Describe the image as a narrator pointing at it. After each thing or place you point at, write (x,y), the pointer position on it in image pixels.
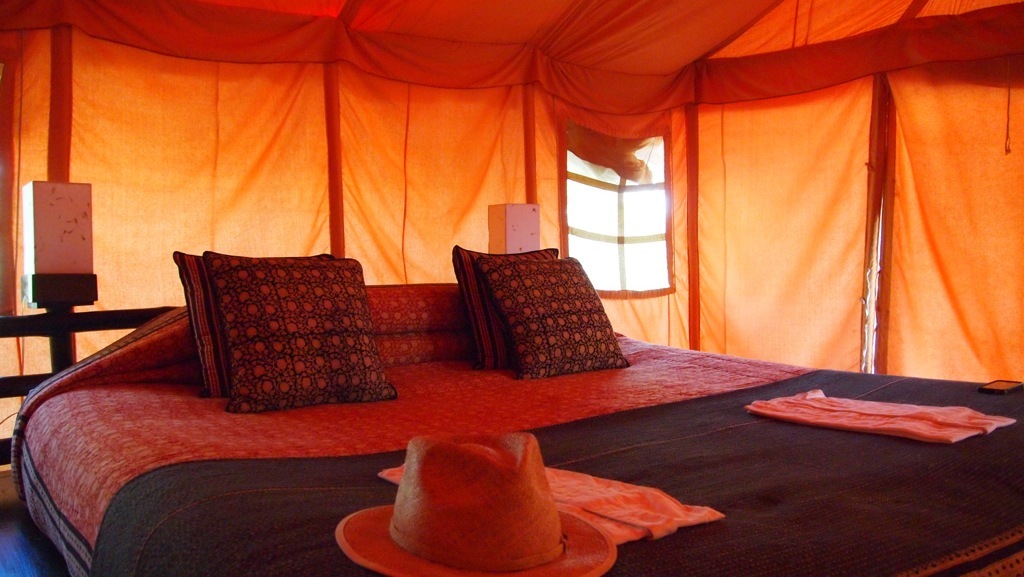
In this picture we can see pillows (523,335), hat (544,488), cloth (588,503) and bed sheet (675,546) on the bed (402,375). Here we can see boxes (30,236). On the top (842,137) we can see orange color tent (561,181).
